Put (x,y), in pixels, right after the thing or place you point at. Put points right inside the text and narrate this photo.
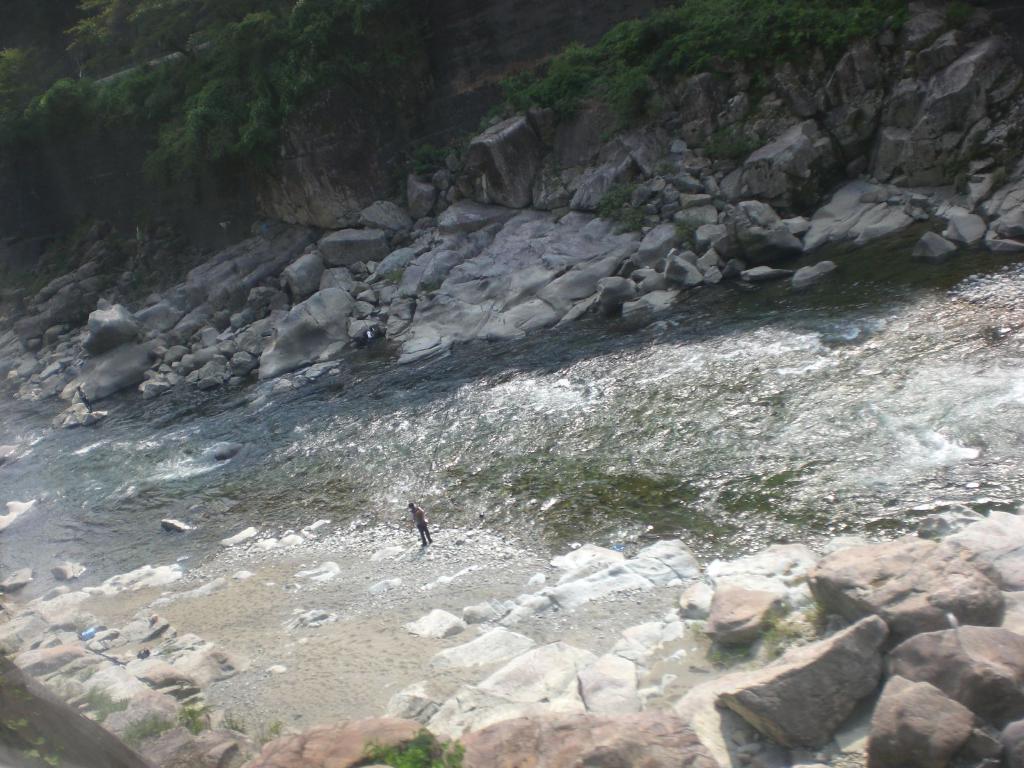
There is a person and we can see rocks (692,751) and water (898,331). In the background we can see trees (873,4).
